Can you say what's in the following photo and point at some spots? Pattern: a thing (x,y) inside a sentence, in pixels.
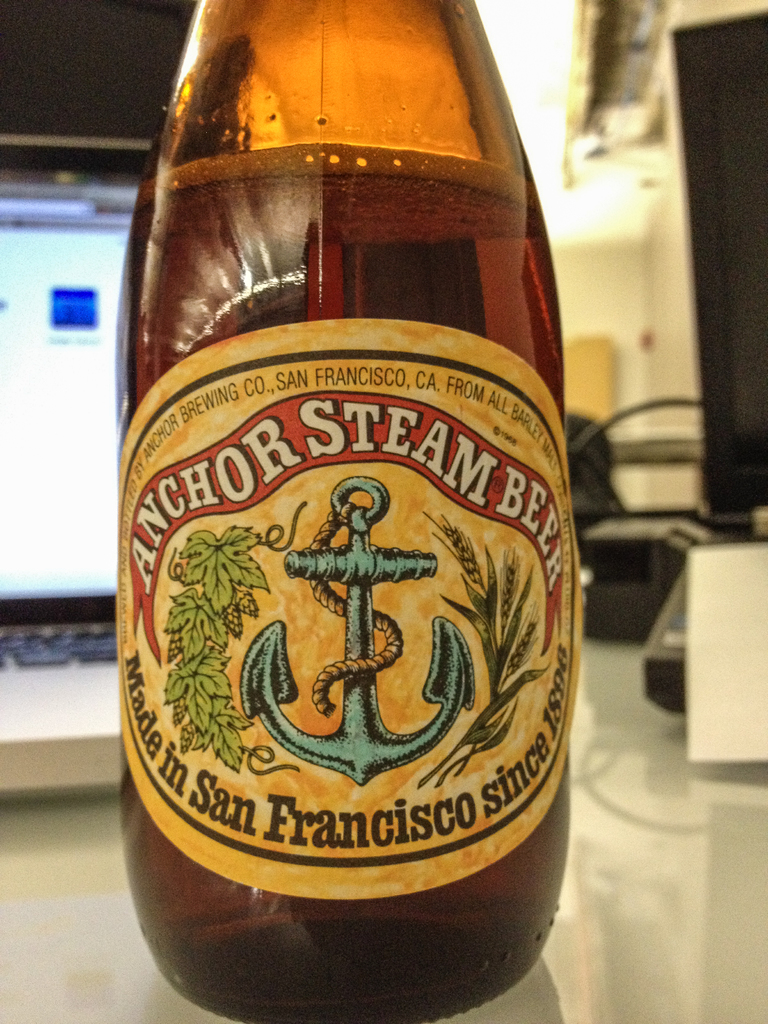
In this picture there is a bottle (366,369) kept on the table (647,906) with the name (225,489) and anchor steam beer made in San Francisco since 1896 and there is a symbol (325,670) on this bottle (360,451). In the background (48,406) there is a screen (68,394), chair (610,504).
